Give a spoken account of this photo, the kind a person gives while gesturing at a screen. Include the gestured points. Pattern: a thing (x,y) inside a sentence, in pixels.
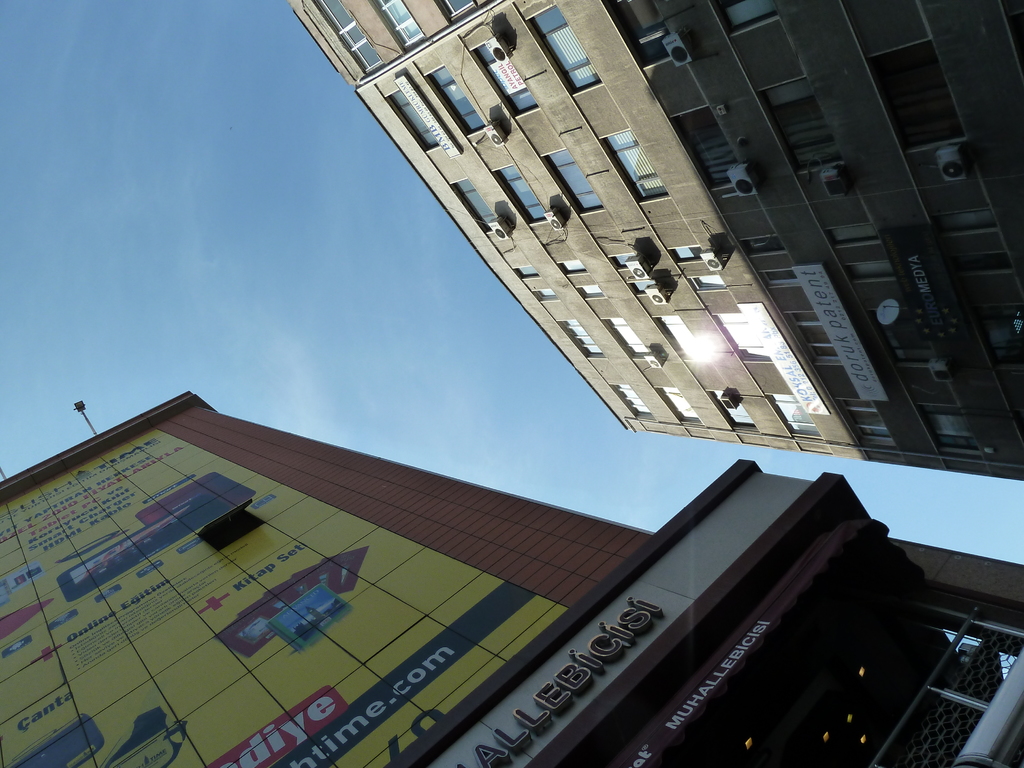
In this image there are buildings (692,239) in the top (212,184) there is a sky (202,211).
